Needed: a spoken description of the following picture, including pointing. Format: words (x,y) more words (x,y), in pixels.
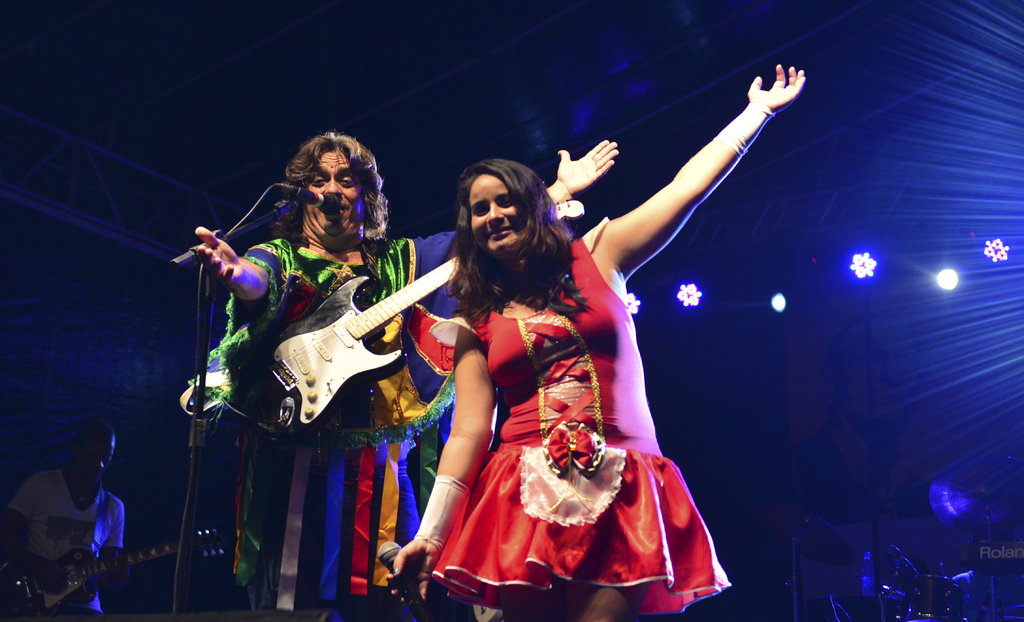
There is a woman (552,312) in red color dress (582,368), holding a mic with one hand (417,551) and stretching other hand (771,101), near a person (363,427) who is singing, stretching both hands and wearing a guitar (336,350), in front of a mic (325,196) which is attached to the stand (186,590). In the background (50,524), there are other persons (64,525) who are playing musical instruments (997,470), there are lights (990,259) and the background (561,53) is dark in color.
